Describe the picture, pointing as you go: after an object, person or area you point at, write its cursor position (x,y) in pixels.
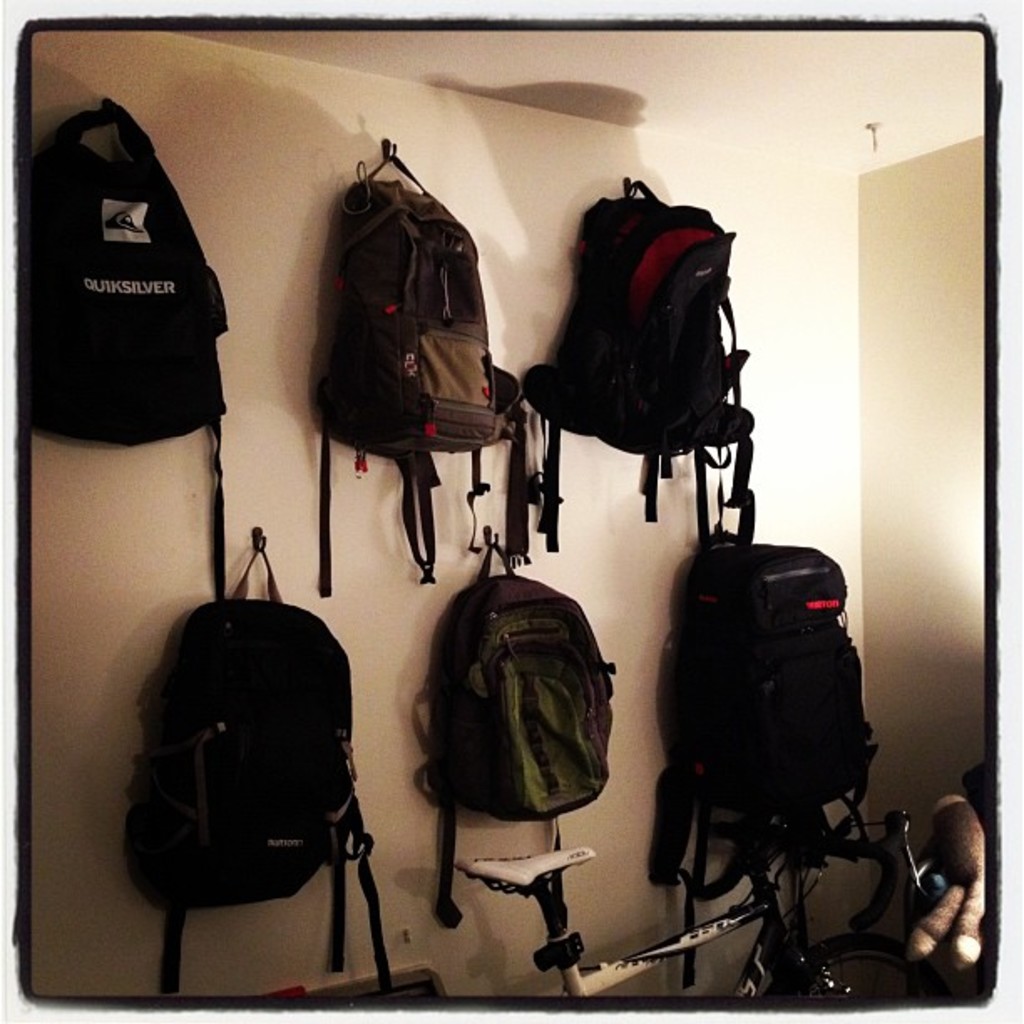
In this image we can see some bags (569,669) hanged on a wall (617,688). We can also see a toy (956,883) and a bicycle (881,864).
